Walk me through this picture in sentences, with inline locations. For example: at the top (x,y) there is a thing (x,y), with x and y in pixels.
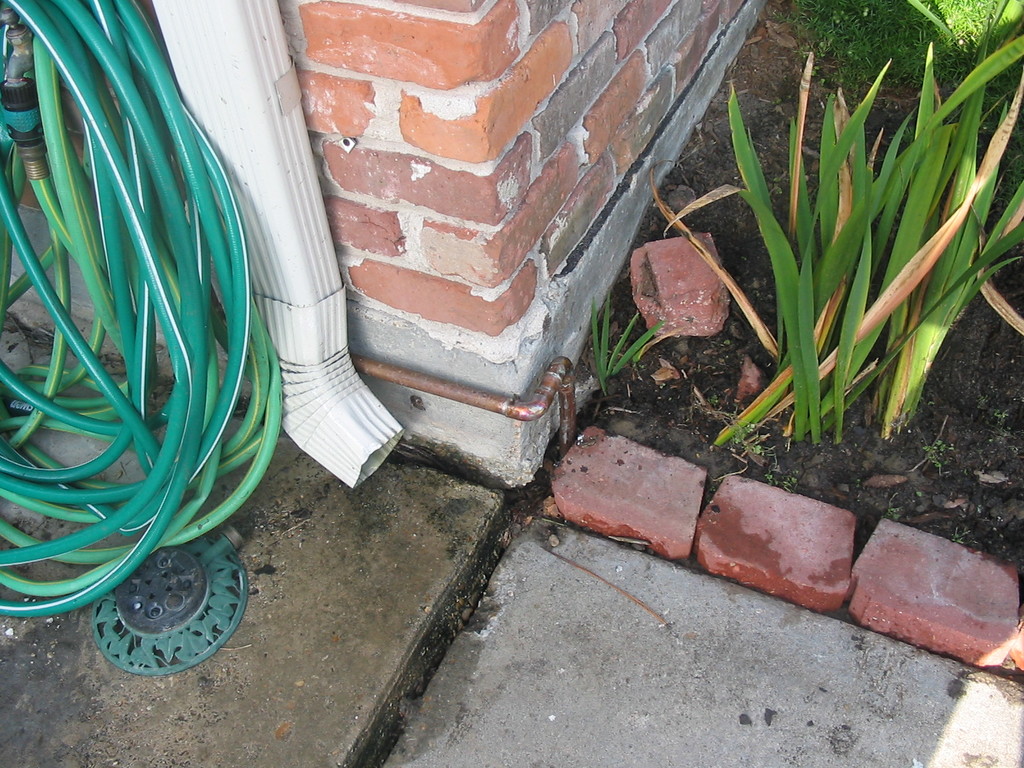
On the left side (117,90) there is a water pipe (115,293) in green color. On the right side (904,364) there are plants (891,368), in the middle (434,256) it is a brick wall (585,217).
